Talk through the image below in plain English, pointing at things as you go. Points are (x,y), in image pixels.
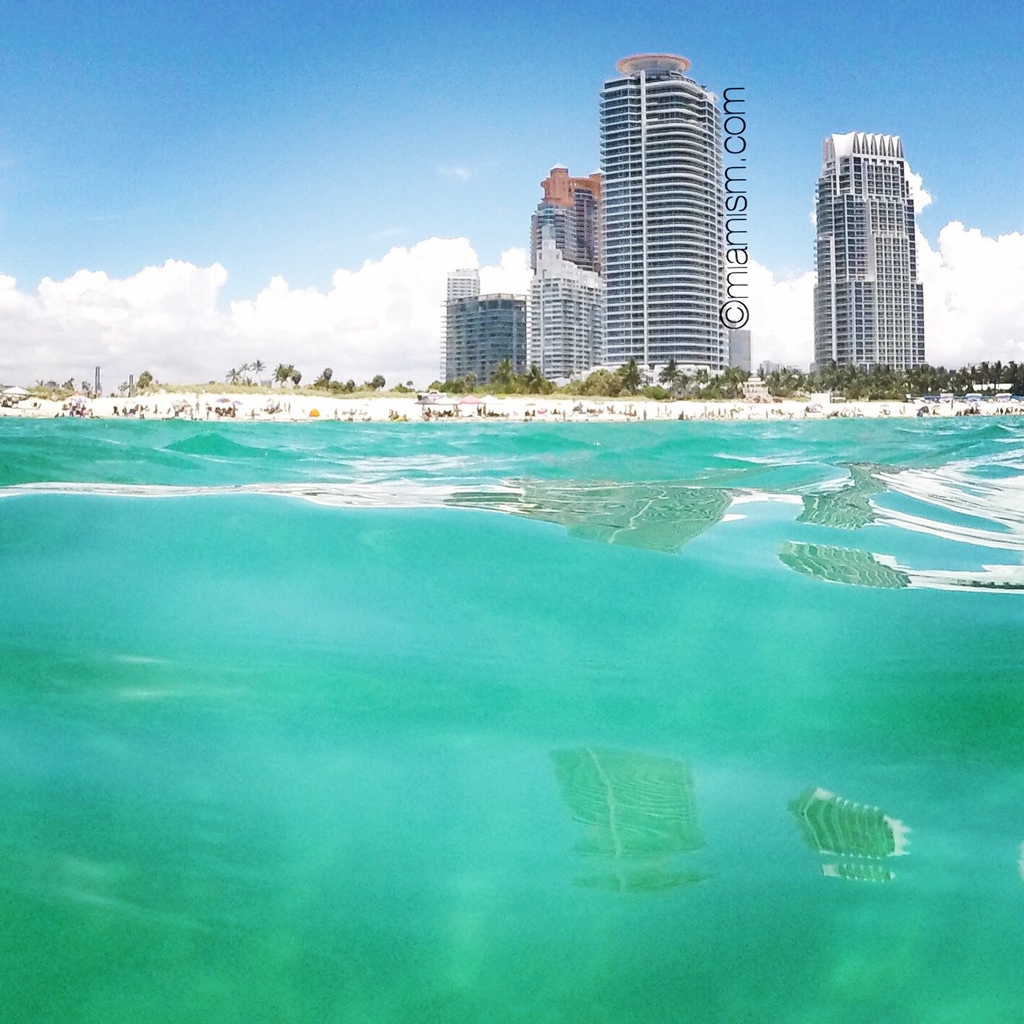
In this image there is a sea (572,807) at bottom of this image (503,815) and there are some buildings (500,337) at top right side of this image (697,249) and there are some trees (281,373) in middle of this image (353,387) and there is a sky (235,236) at top of this image (376,139). There is some text (730,312) written at right side of this image (741,230).
